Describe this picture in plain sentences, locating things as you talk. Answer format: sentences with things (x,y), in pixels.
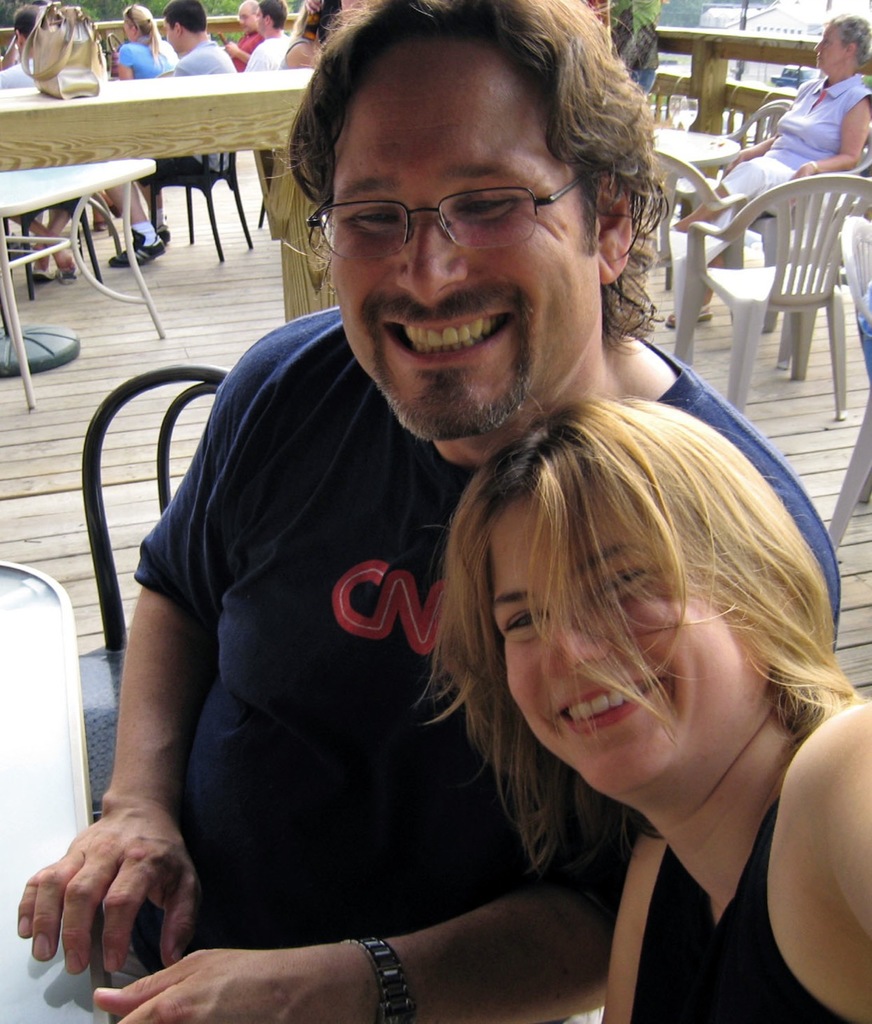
In this picture we can see all the persons (418,15) sitting on chairs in front of a table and on the table (116,110) we can see a handbag (40,27). We can see trees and a building (780,32) here.
